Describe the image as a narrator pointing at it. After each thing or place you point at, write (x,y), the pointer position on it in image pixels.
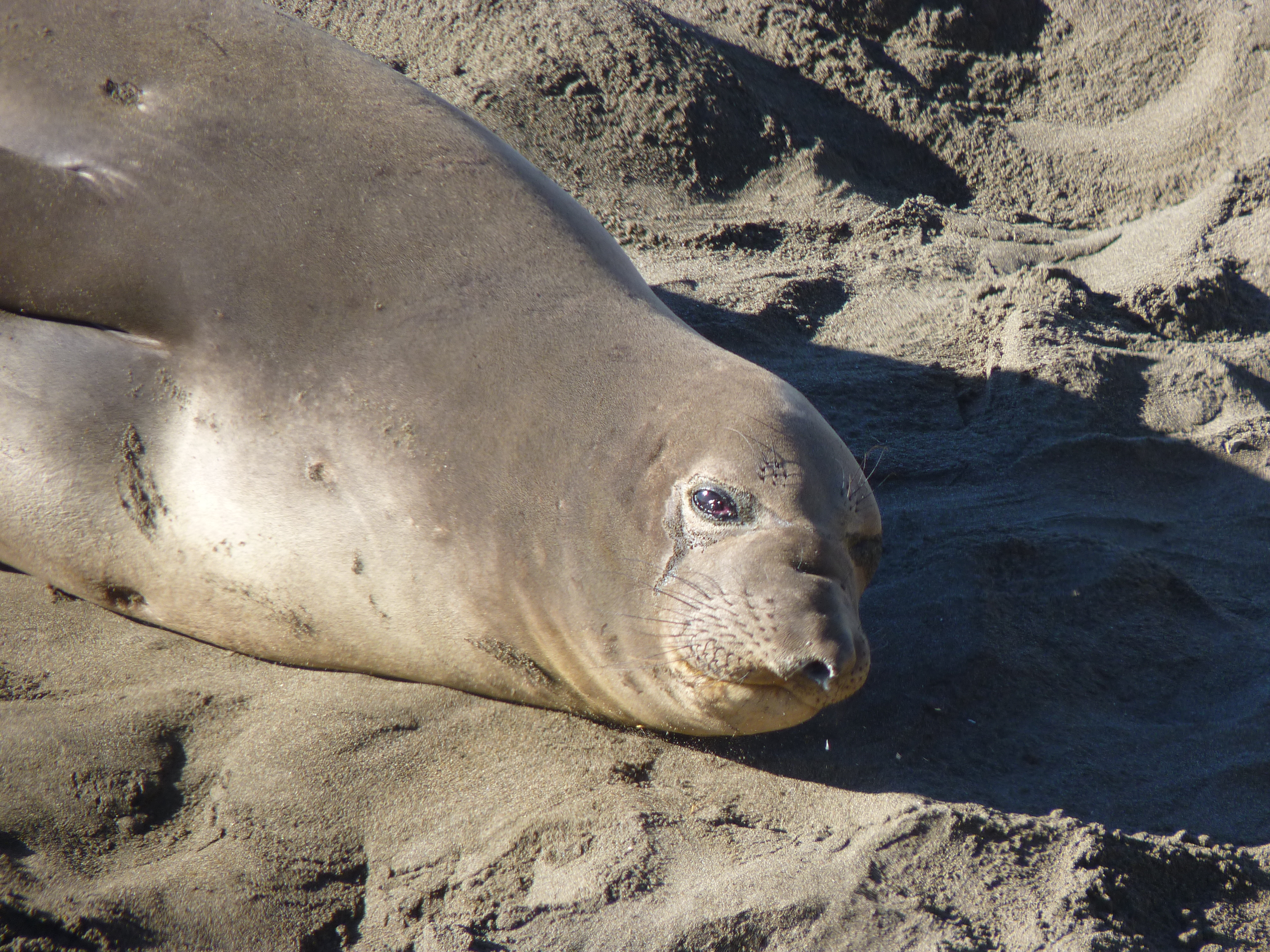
In this image there is a seal (514,381) on the ground (57,699).
